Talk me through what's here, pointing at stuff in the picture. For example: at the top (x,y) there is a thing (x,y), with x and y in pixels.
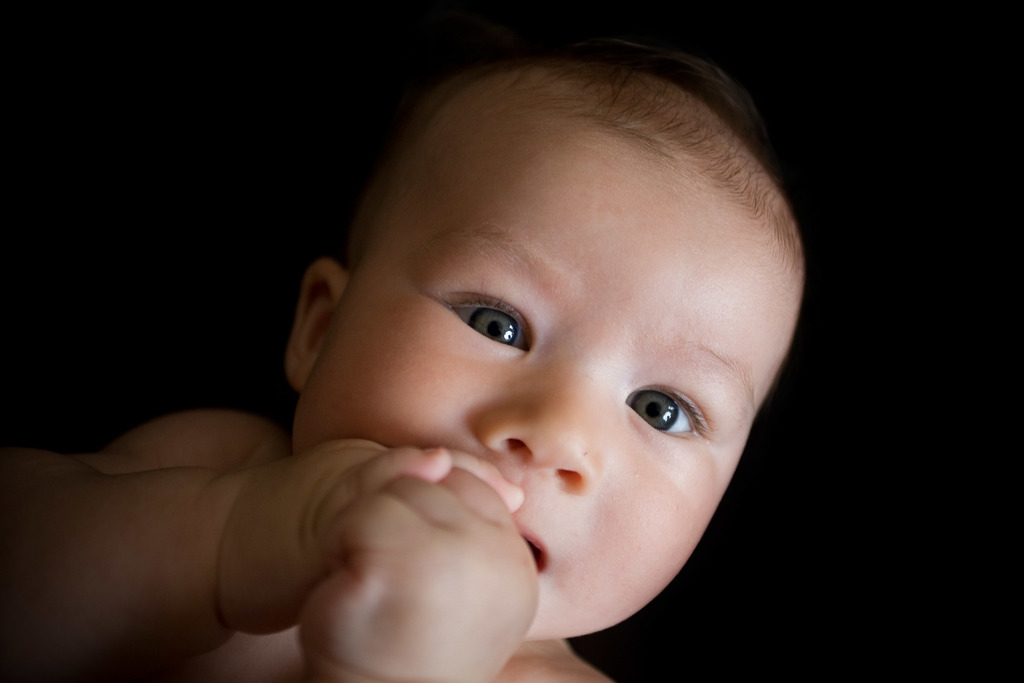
In this image I can see a baby (470,493) and I can see the black background (240,338).
